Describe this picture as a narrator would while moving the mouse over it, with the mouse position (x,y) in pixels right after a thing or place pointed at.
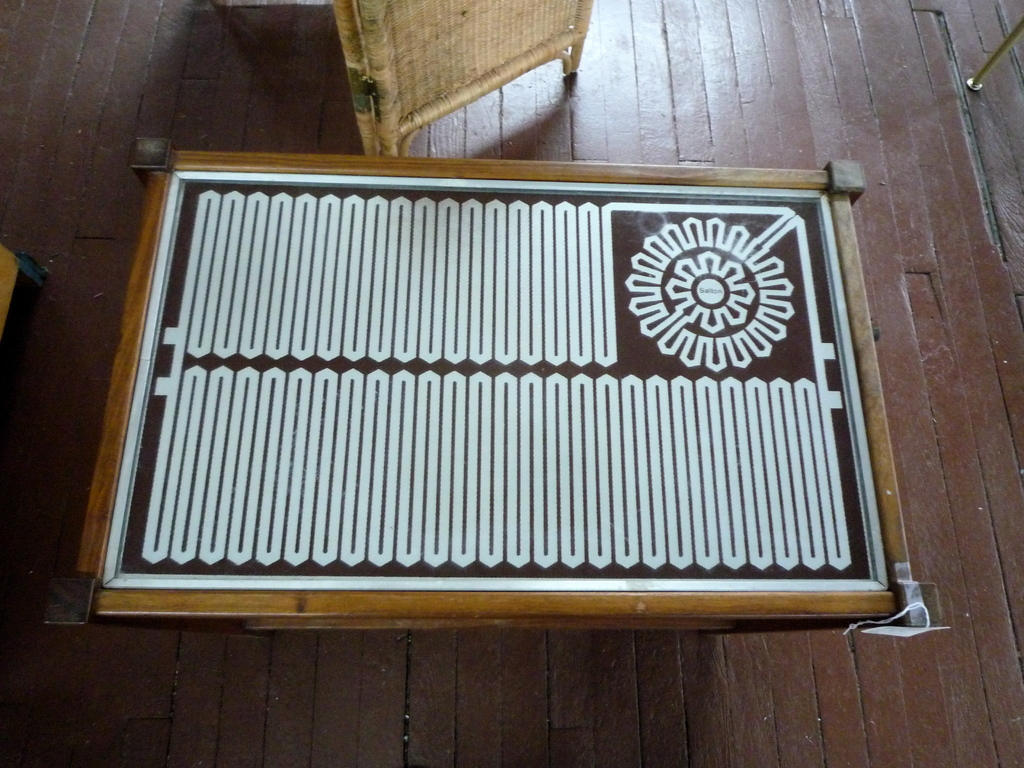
In the image there is a table (71,609) on the floor (981,735) and beside the table (786,528) there is a wooden stand (450,29).
